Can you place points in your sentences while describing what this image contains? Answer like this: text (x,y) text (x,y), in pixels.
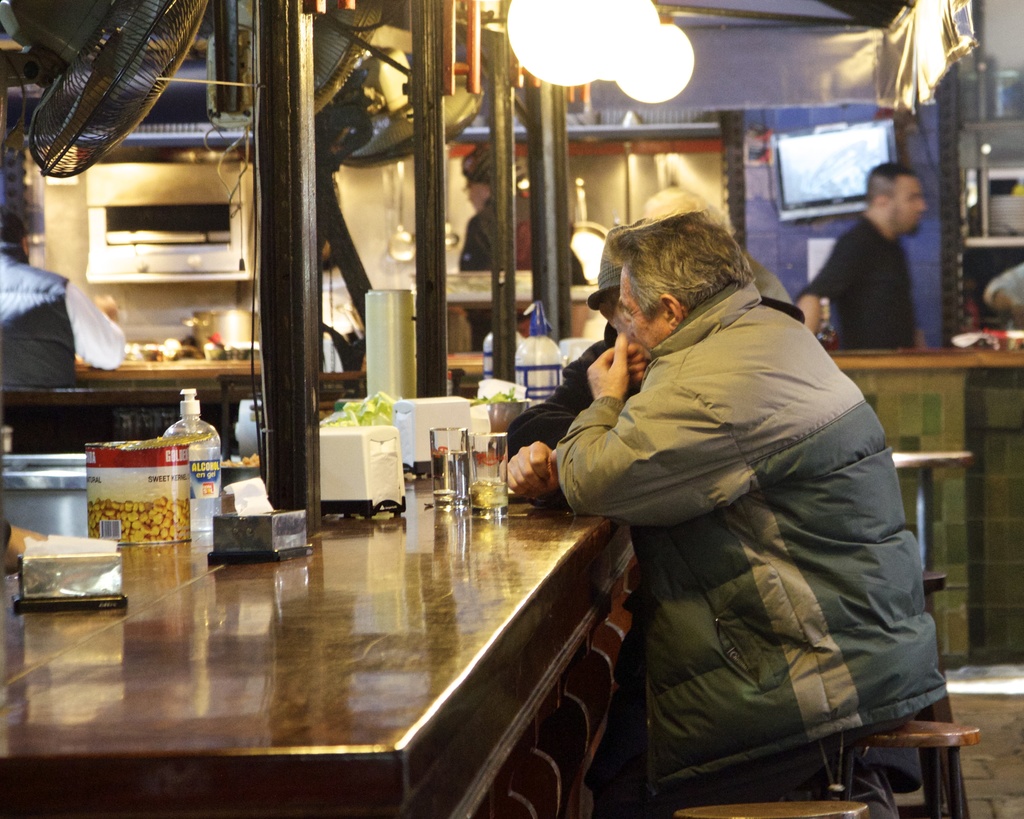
People (626,471) are sitting at the stools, looking at the left side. There are lights (649,95) at the top (671,102) on the right side of an image (856,262) there is a man (868,257) standing.
